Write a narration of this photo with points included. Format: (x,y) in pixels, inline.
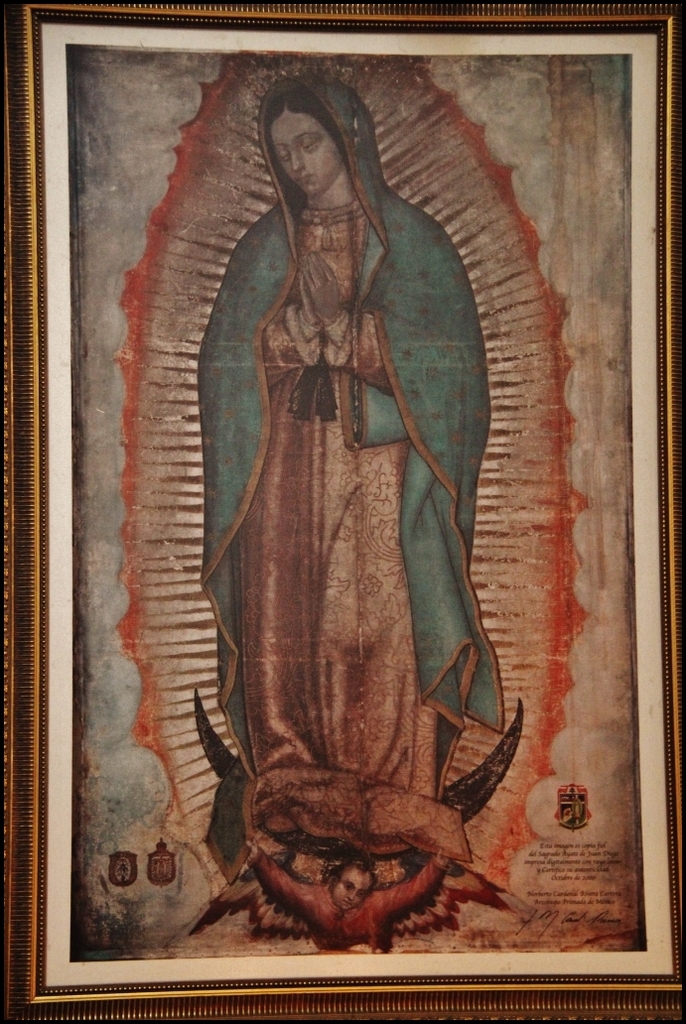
This is a photo frame (19,125). In this photo frame (57,476) there is a painting (259,410) of a lady (282,368) and a child (336,886). Also something is written on the painting (555,867).
